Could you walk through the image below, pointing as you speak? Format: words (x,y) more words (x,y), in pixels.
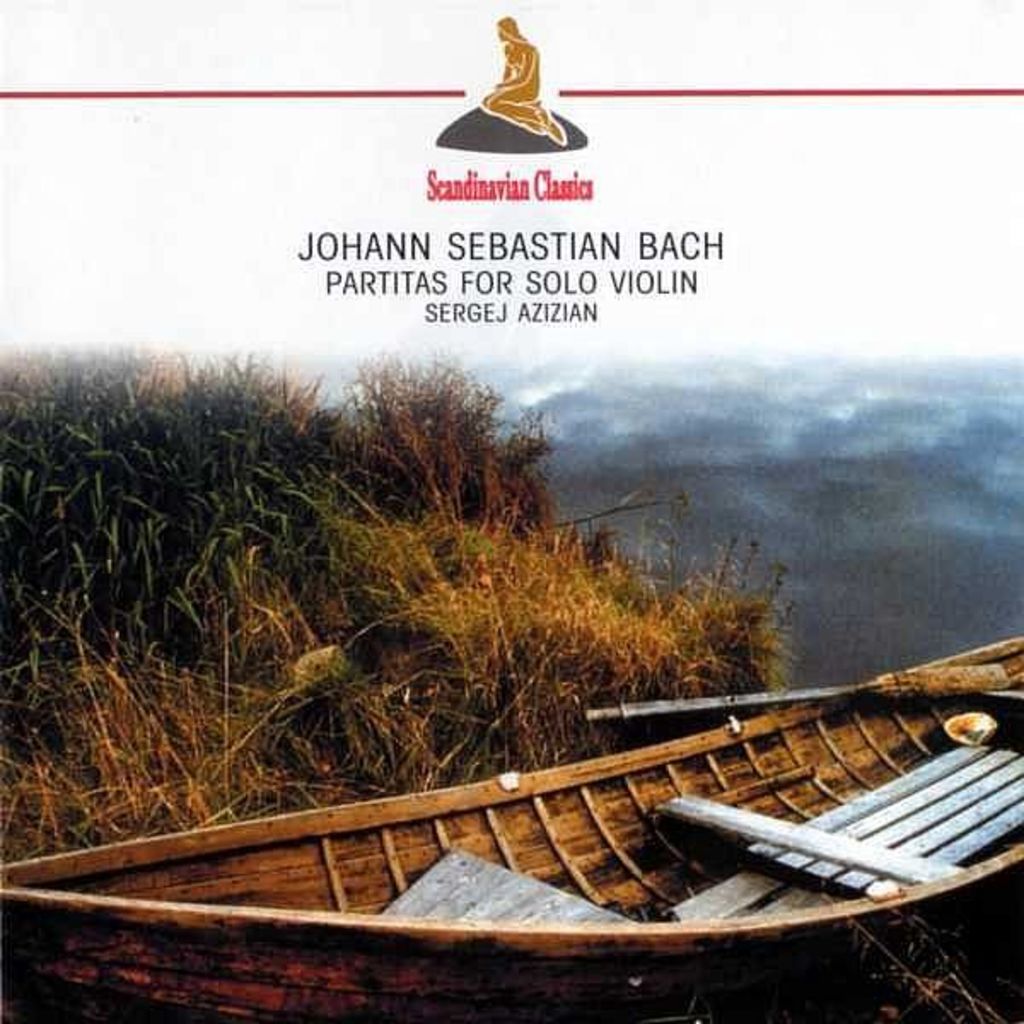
In the image there is a poster (73,351). At the bottom of the image (515,799) there is a boat (797,743) with a paddle (997,682). Behind the boat (728,918) there is grass (331,588). At the top of the image (522,113) there is a logo (525,94) and also there is something written on it.
